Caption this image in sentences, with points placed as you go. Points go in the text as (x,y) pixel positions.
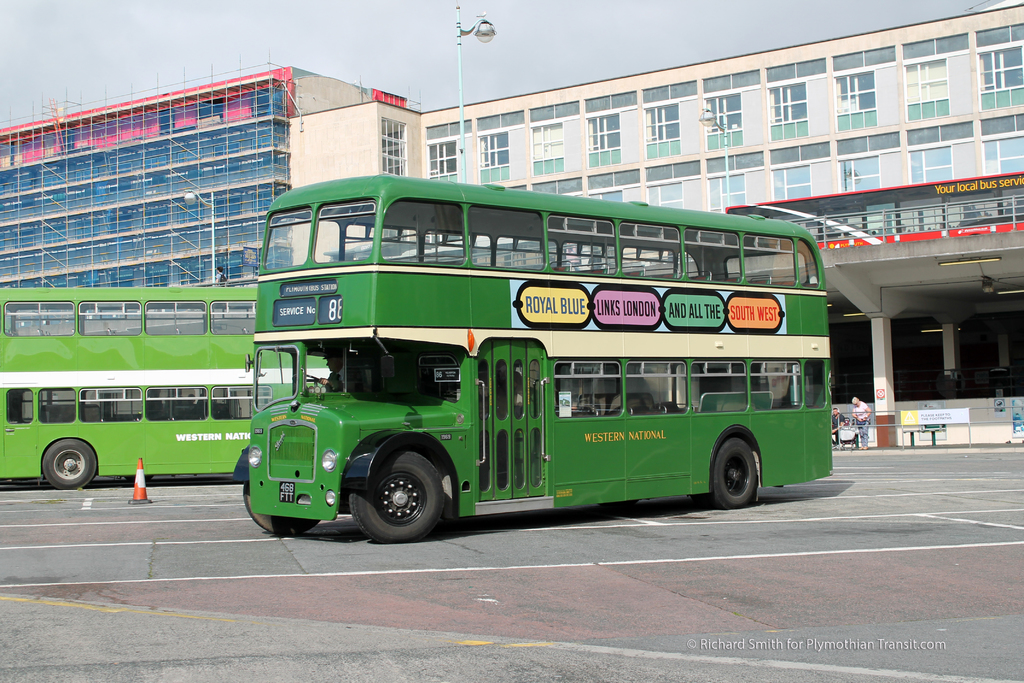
In this picture I can see Double Decker buses (159,408) on the road (138,635), there is a cone bar barricade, there are few people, there are boards (957,411), there are buildings (987,70), and in the background (472,51) there is the sky (557,14) and there is a watermark (789,640) on the image.
